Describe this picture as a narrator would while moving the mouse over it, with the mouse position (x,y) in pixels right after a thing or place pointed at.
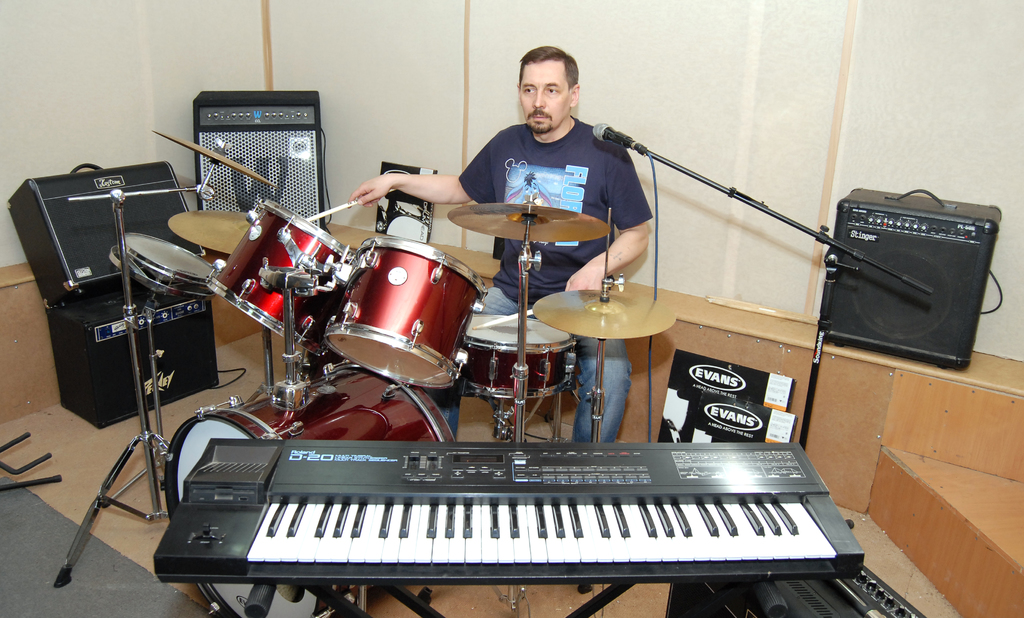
In this image i can see a man (602,202) sitting and playing the musical instrument (432,276), at the back ground (645,115) i can see a wall (446,147).
